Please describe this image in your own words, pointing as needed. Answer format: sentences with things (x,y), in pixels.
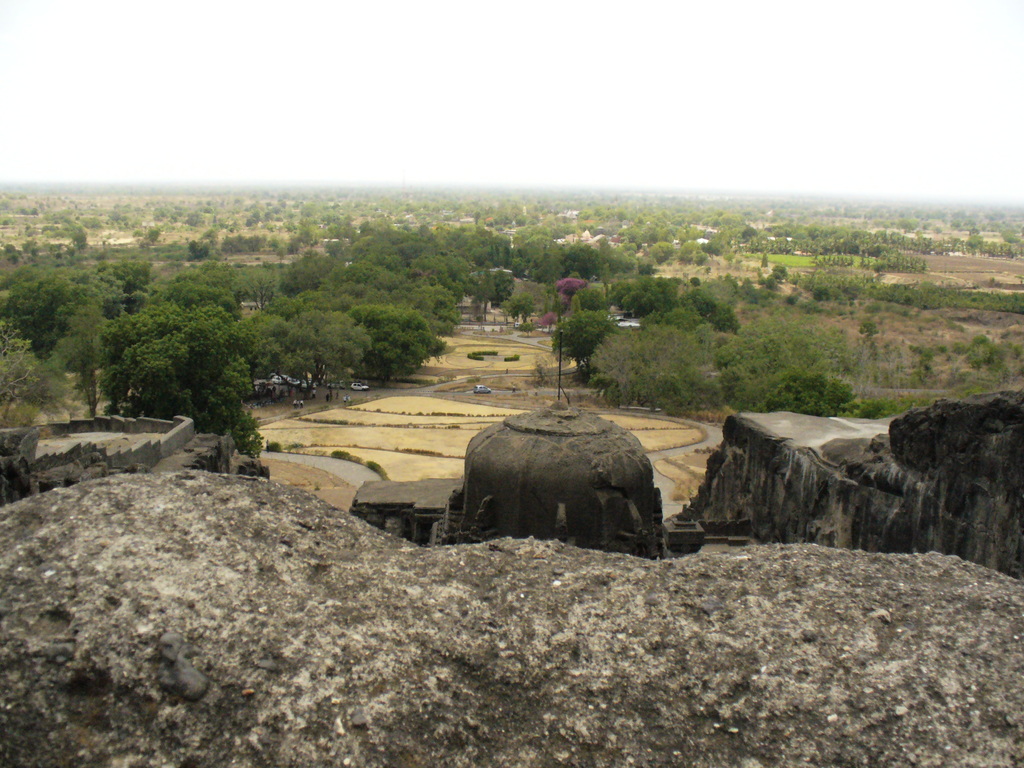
In this image I can see trees (385,346) and rocks (637,568). In the background (434,81) I can see the sky (493,84).
